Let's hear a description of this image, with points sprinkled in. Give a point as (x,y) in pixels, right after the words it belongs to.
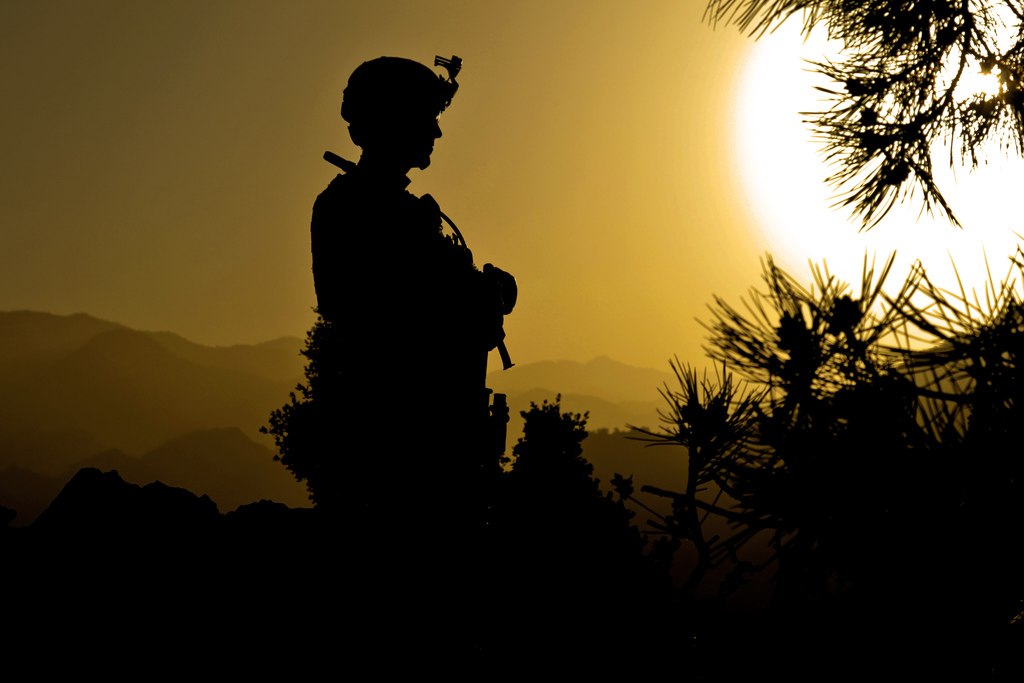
This picture is taken during sunset and there are trees (921,51) and light (821,203) visible on the right side (824,199), in the middle (461,384) it might be look like a person sculpture (351,324) and the hill (14,351) and the sky (227,126).
